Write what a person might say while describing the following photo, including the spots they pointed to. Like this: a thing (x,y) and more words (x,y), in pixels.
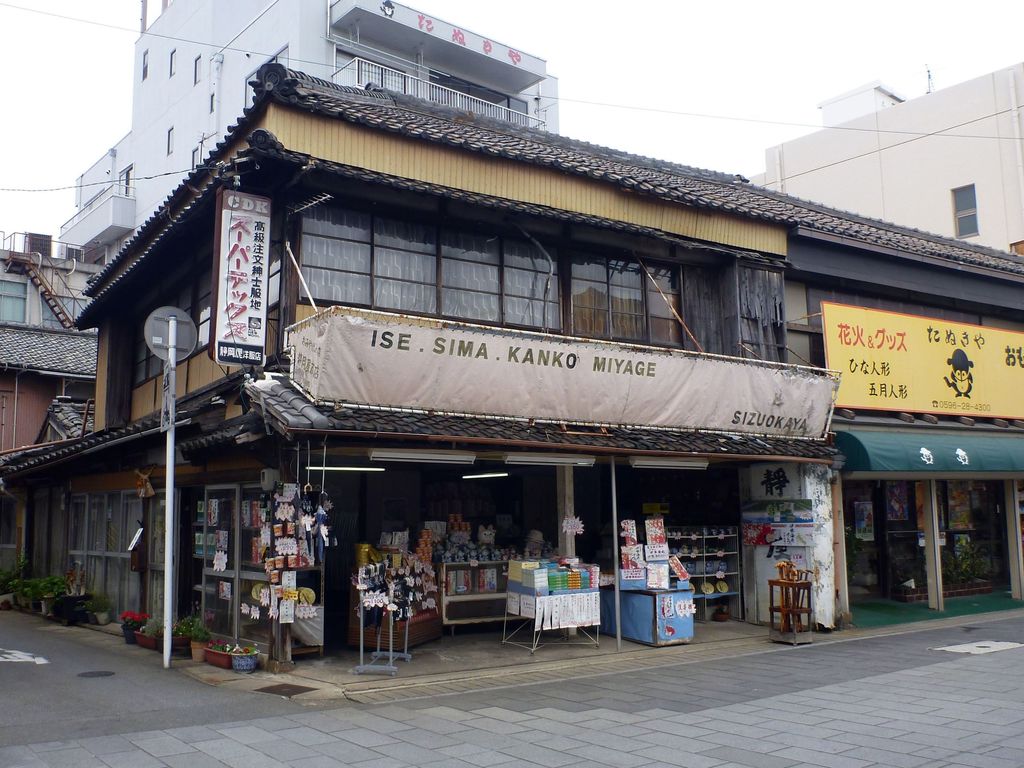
In this image I can see few stalls (309,322). Background (490,60) I can see a building (546,83) in white color, I can also see a board (1006,371) which is in yellow color attached to the building (862,298) and sky (665,102) is in white color.
